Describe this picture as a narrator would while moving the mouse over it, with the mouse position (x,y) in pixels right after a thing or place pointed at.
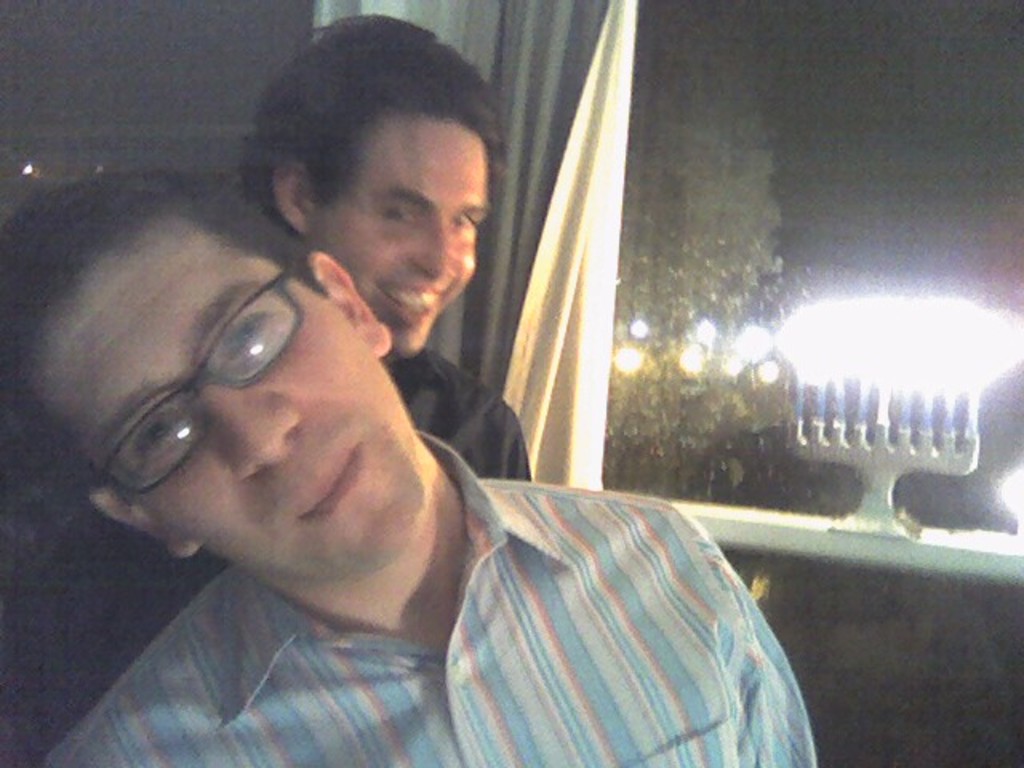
In the image there is a man (354,662) with spectacles (242,338). Behind him there is another man (449,372). Behind them there is a wall (860,667) with window (877,543) and curtains (607,46). On the window (873,59) there are lights (827,368). And there is a blur background.
